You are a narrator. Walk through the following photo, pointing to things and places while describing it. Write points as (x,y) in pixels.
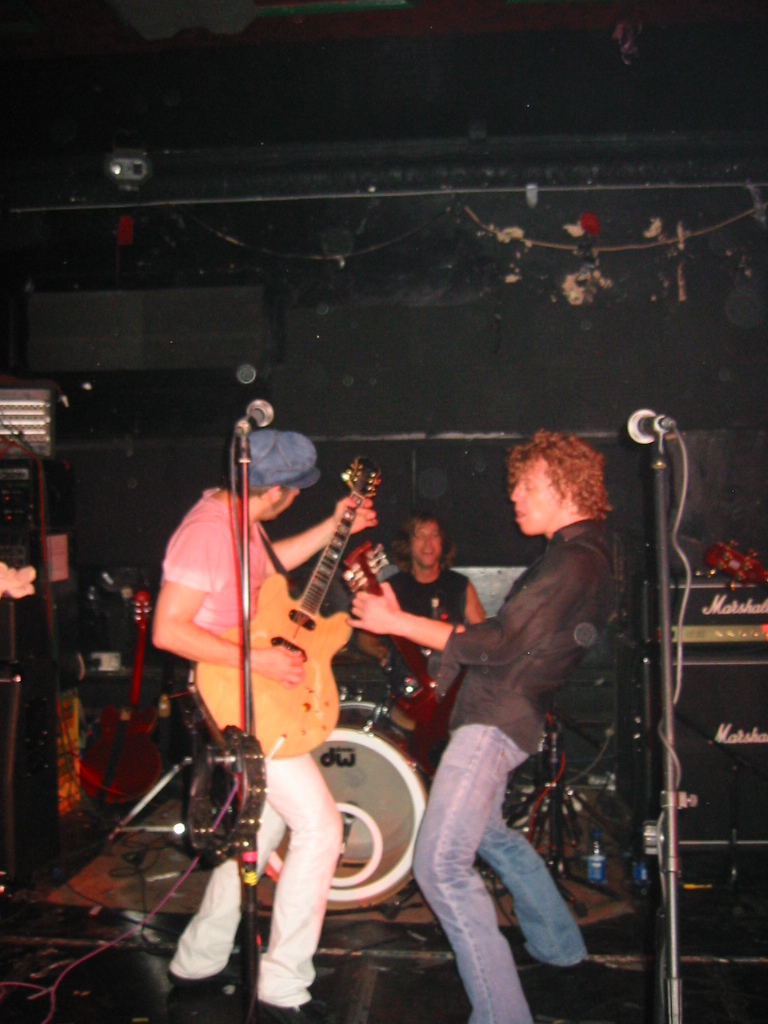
This is a picture of a man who is standing and playing a guitar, another man (366,594) who is standing and playing a guitar (419,649), another person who is sitting and playing drums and at the back ground (172,396) we have a curtain (99,531), speakers (17,615), iron rods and focus light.
